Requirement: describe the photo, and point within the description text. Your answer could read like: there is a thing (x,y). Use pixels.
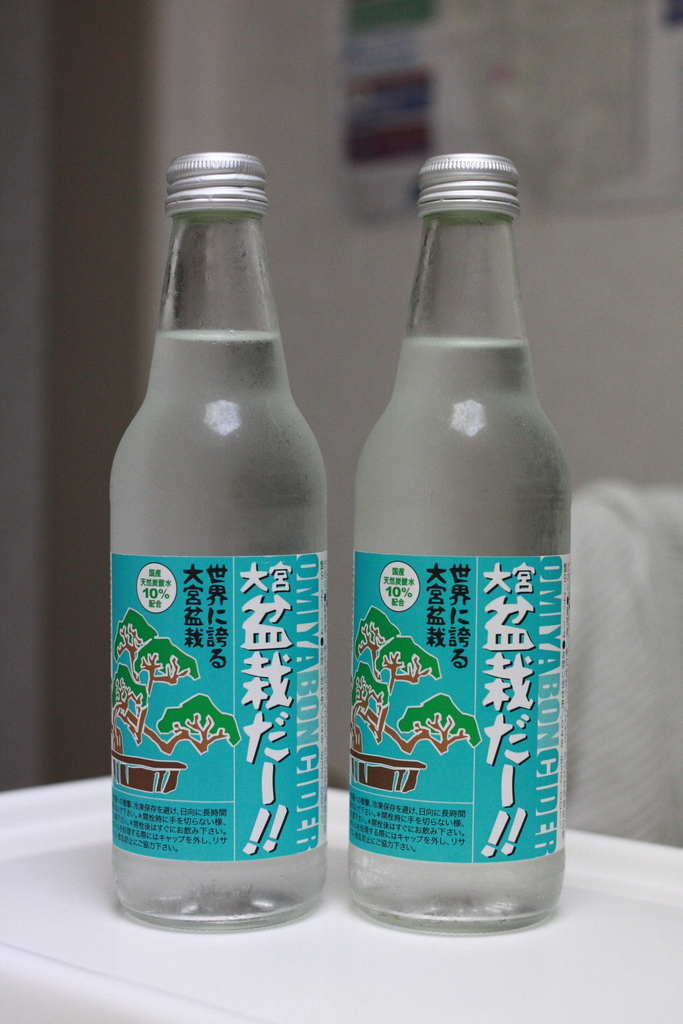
As we can see in the image there are two bottles (280,650) on table (333,945).
